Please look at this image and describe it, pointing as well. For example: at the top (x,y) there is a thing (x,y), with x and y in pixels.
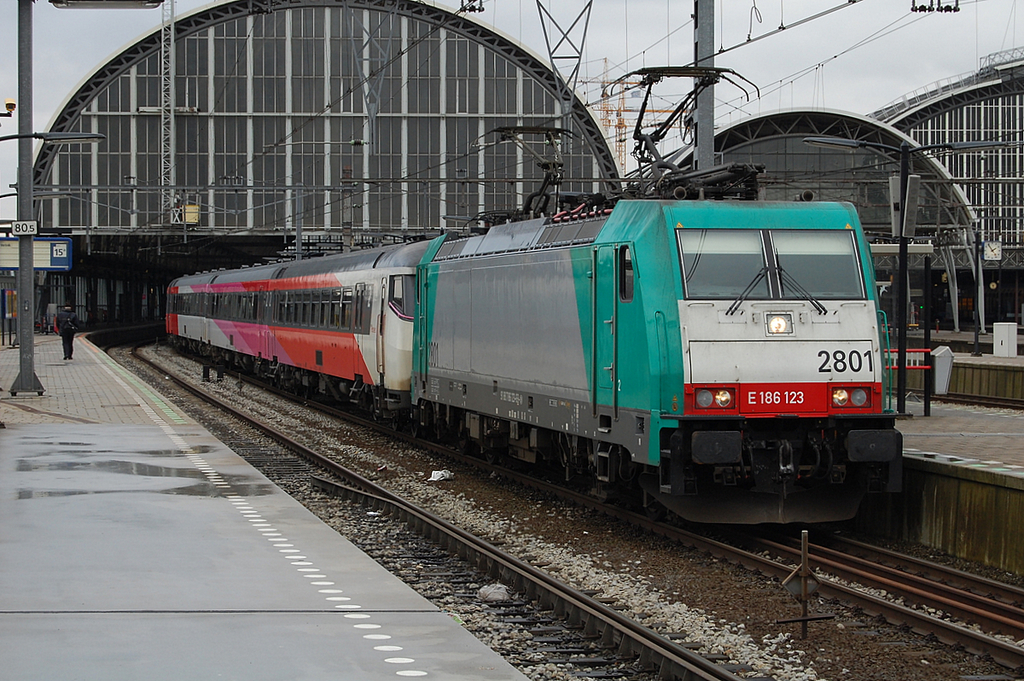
This image is taken in a railway station (443,213). In this image we can see the train (458,352) on the track (714,530). We can also see the stones (363,539), platform (985,373), poles (27,306), wires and also the light pole (29,130). On the left (70,322) we can see a person (64,328). In the background (622,110) we can see the cranes (604,105), some rods (558,73) and also the sky (47,46).
